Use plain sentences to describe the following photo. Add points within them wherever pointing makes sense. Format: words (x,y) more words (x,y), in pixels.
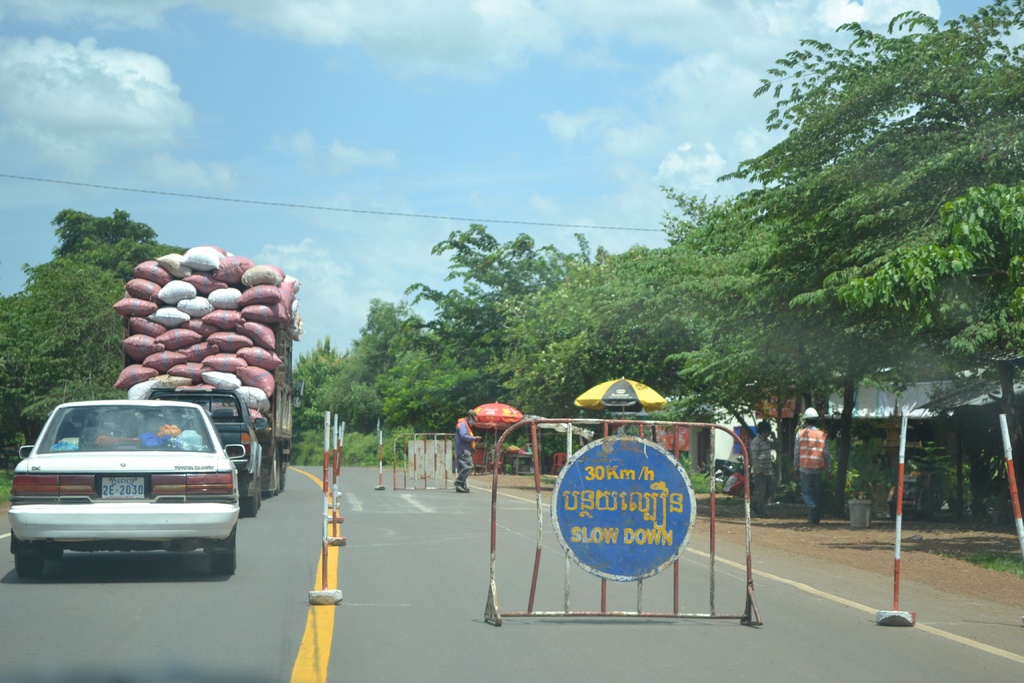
In this picture there is a barricade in the center of the image (655,421) and there are stalls (590,401) in the center of the image (634,416), there are vehicles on the left side of the image (181,433) and there are people (812,459) in the image.
